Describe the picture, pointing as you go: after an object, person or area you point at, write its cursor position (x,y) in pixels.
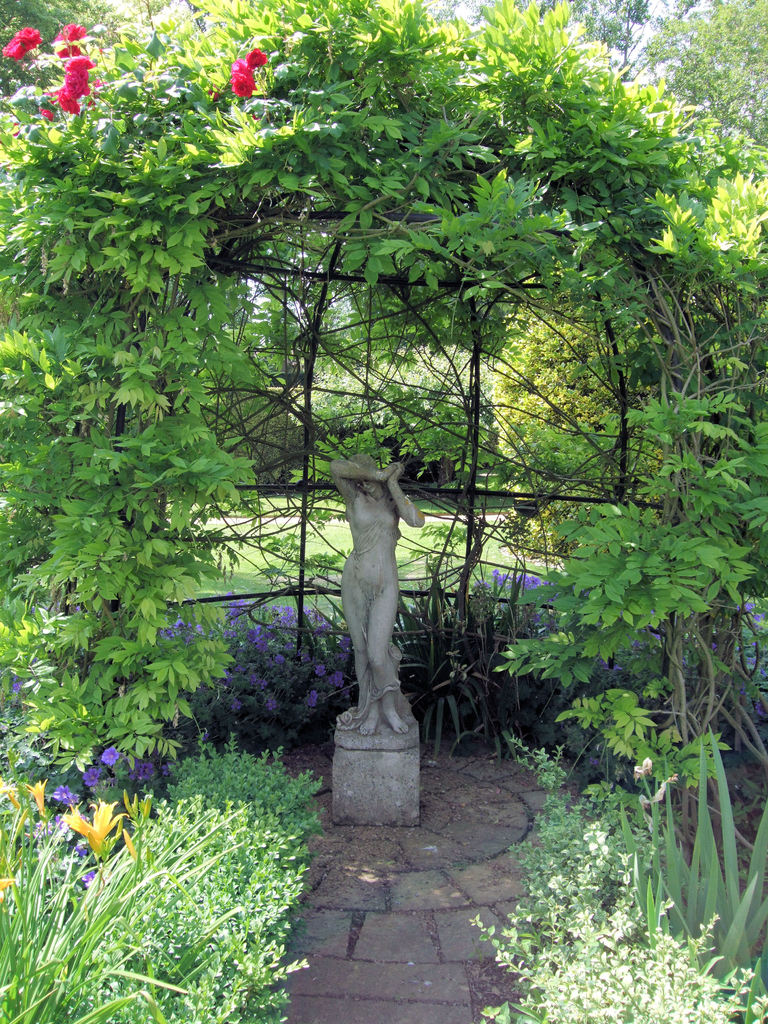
There is a sculpture (397,794). Here we can see plants (543,840), trees (69,21), and flowers (147,774).
